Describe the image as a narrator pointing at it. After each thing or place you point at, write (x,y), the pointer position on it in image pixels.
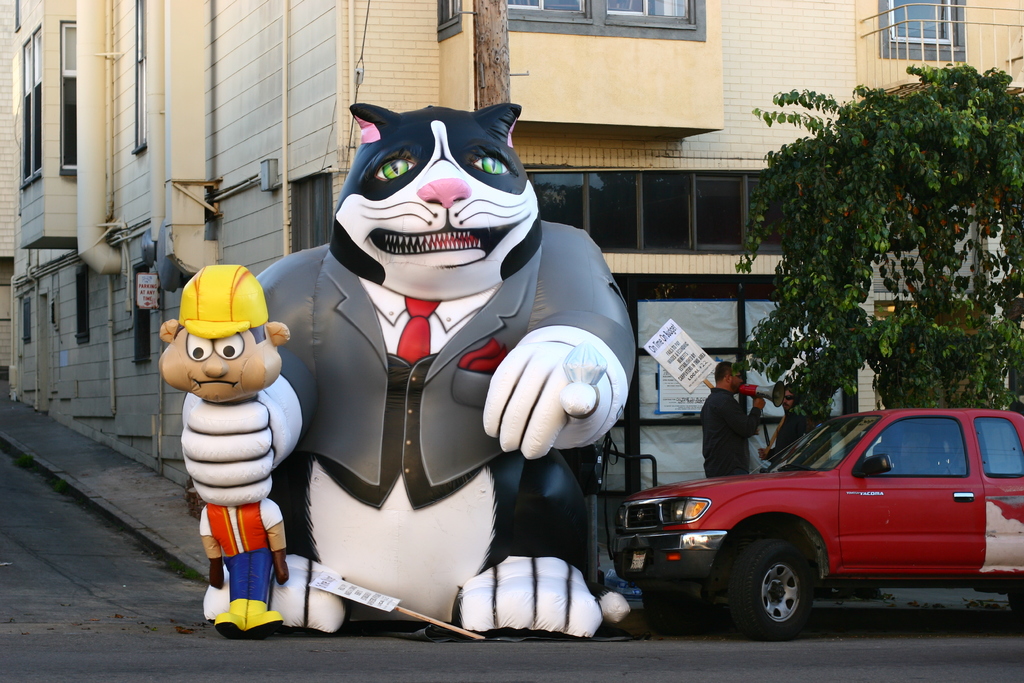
In the picture we can see a street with road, building (85,401) and near to it, we can see a tree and a man (719,408) standing near to it and on the road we can see a car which is red in color and to the path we can also see a big doll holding a small doll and to the building (210,229) we can see some pipes (109,28).
